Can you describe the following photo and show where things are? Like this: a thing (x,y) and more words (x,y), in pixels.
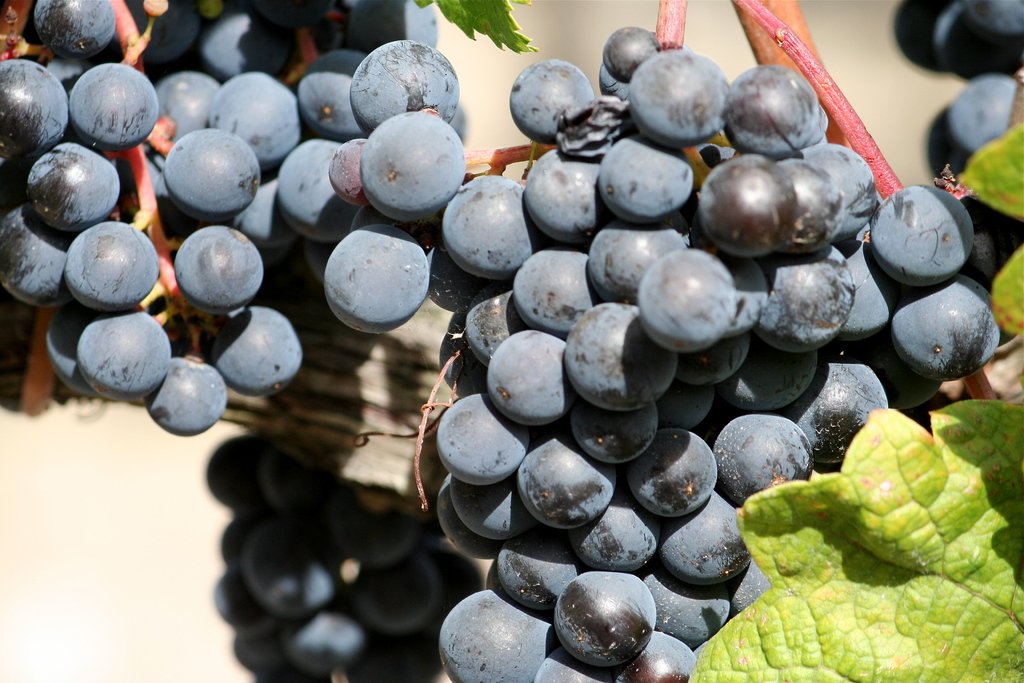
In this image there are grapes (605,122) and there are leaves (1010,318).
